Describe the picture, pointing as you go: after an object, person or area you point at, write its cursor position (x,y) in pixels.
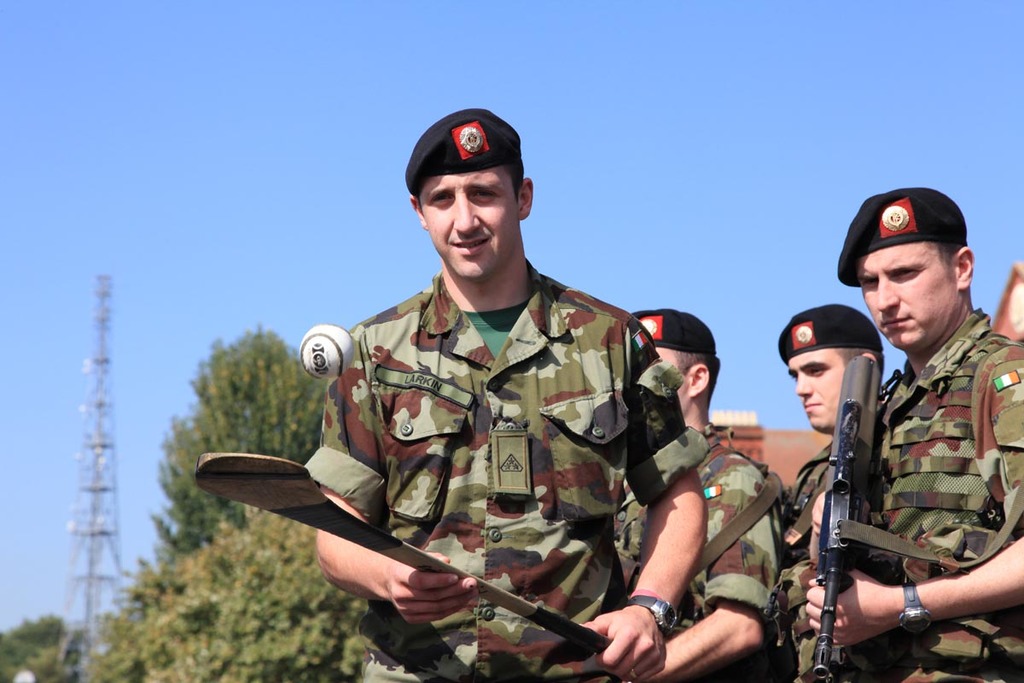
In this image we can see a few military officers (703,418), one of them holding a gun (857,463), and the other person (375,354) holding a bat (402,541), there is a ball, trees (240,510), towers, a house (774,461), also we can see the sky (510,79).
